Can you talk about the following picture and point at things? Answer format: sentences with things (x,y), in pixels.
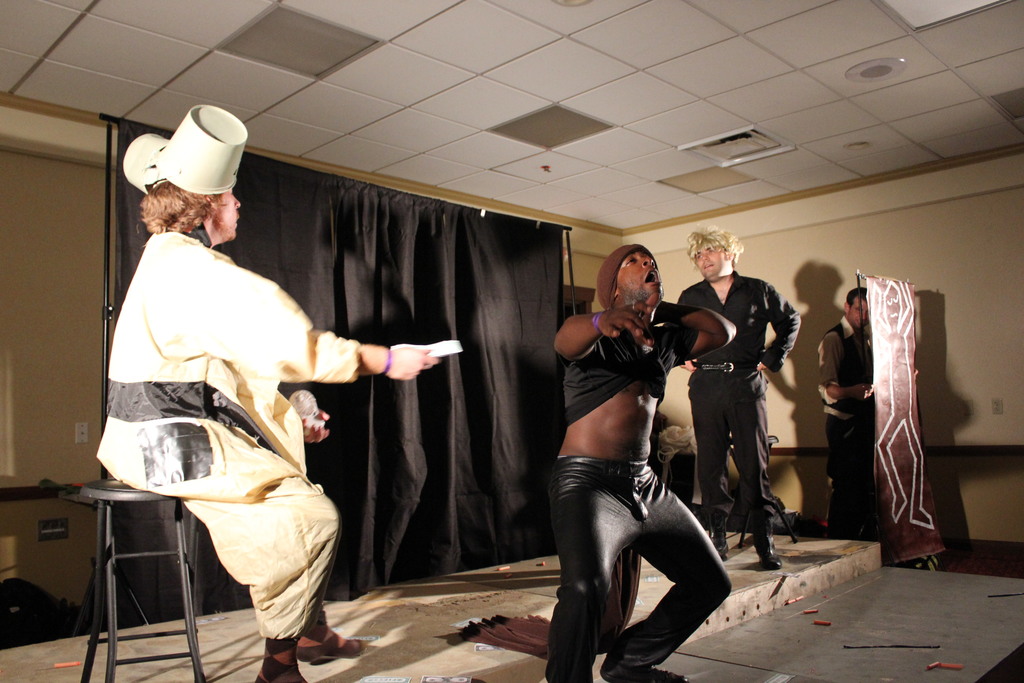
In this image four men (234,484) are performing an act on a stage (368,594), in the background (547,503) there is a black curtain (536,259) on the top (296,7) there is ceiling (735,2) and lights (349,29).
